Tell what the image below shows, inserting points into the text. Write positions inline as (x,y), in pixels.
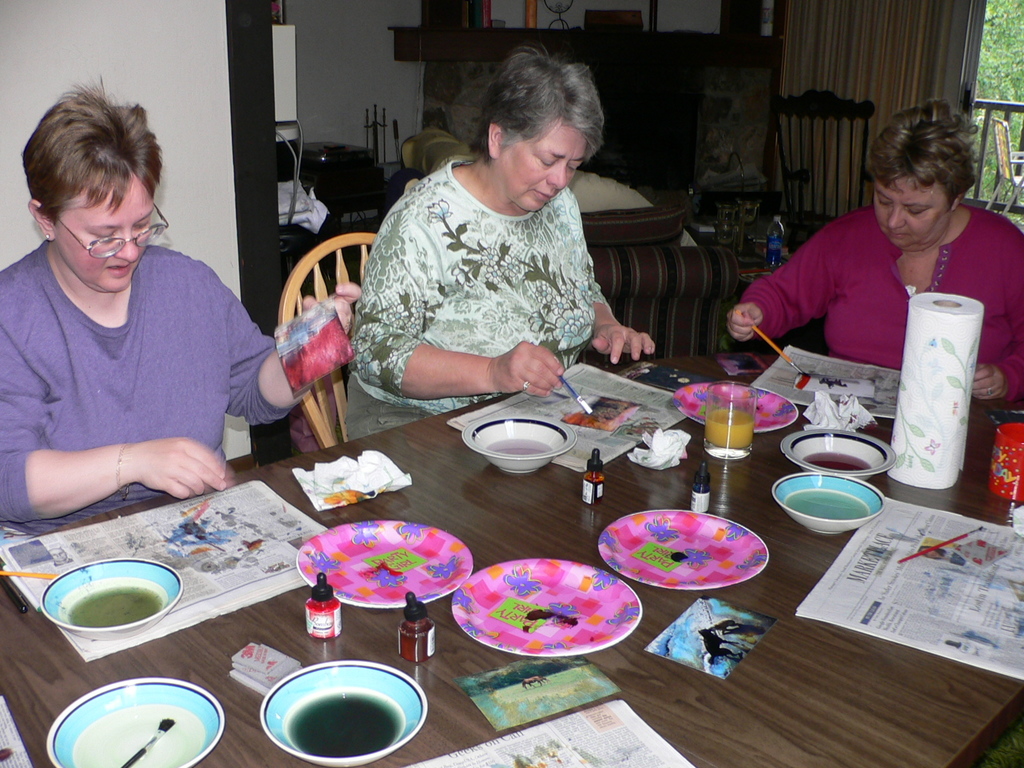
In this picture we can see three persons (447,316) sitting on the chairs (318,287). This is the table (741,701). On the table (830,699) there are plates (636,607), bowls (299,727), papers (497,764), bottles (422,648), and brushes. On the background (872,20) we can see a curtain (886,33). And these are the trees (1001,64). And there is a bottle (772,230) on the table (773,724).
